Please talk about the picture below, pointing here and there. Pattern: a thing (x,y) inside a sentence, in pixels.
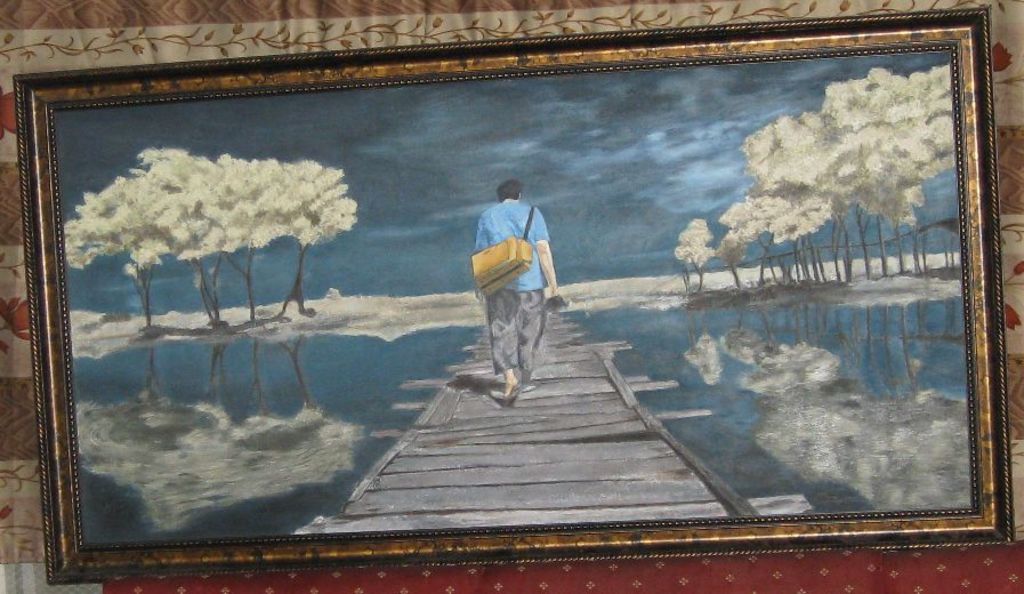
In this picture we can see a frame (268,548) on a cloth (134,28).
